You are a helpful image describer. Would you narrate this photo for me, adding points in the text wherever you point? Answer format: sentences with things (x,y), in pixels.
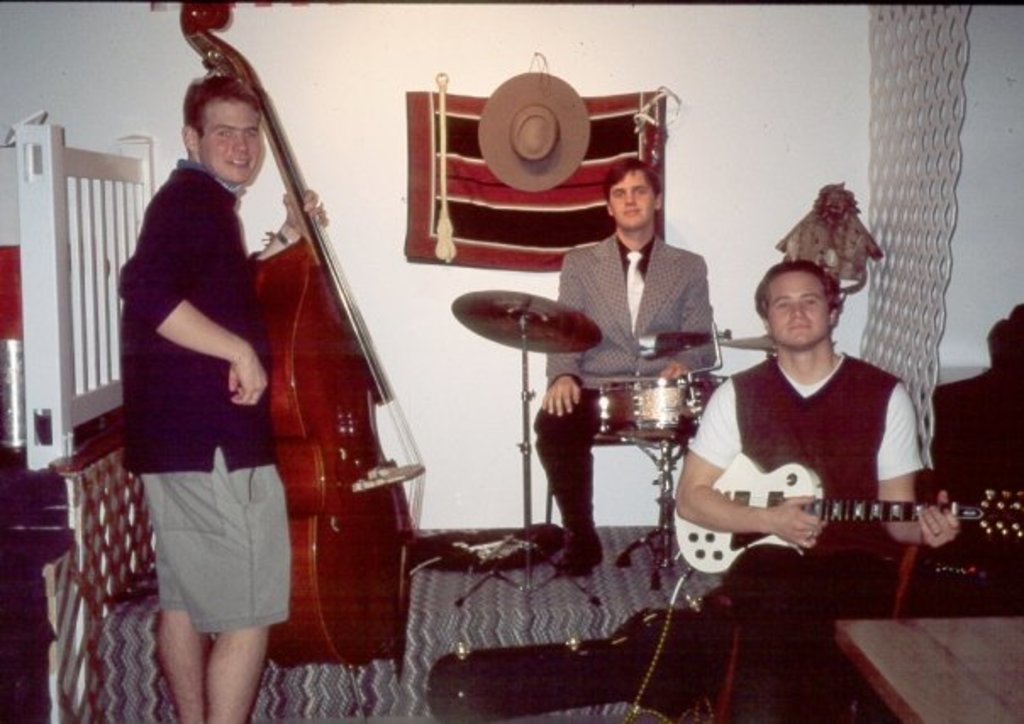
In this image i can see a person (172,227) standing and holding a double bass (354,454) in his hand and two other persons (808,602) are sitting and holding a musical instruments (878,509) in their hands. In the background (729,112) i can see a wall (693,100) and a hat (555,128) and a railing (124,196).
